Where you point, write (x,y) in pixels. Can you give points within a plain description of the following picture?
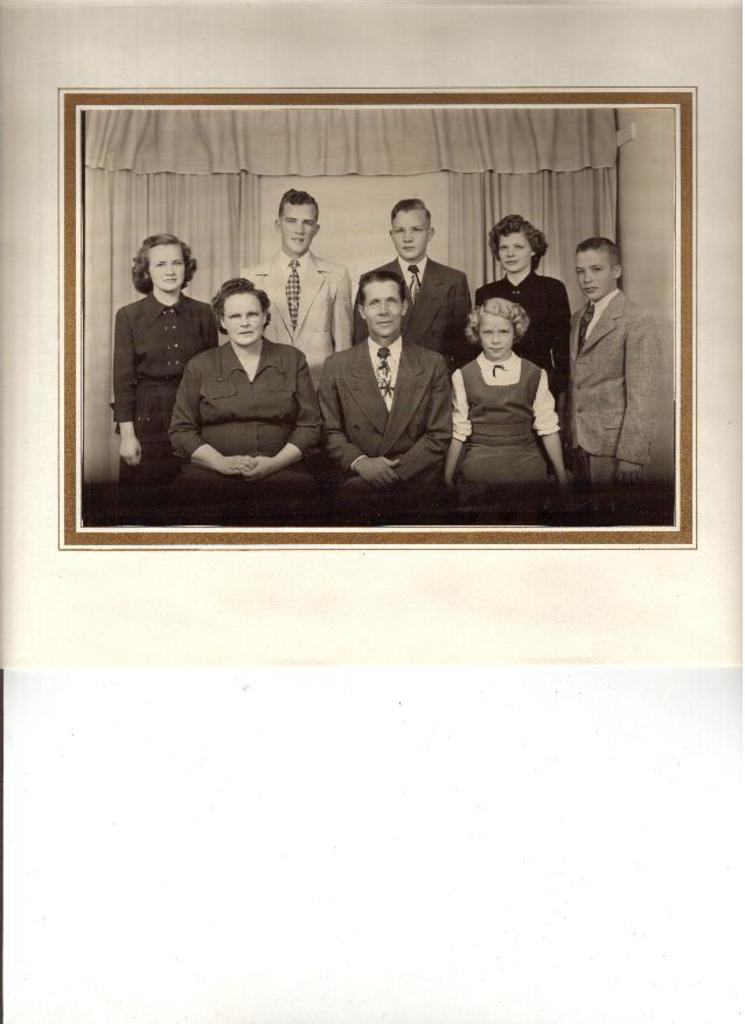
In the picture I can see photo of some persons (346,374) sitting and some (430,323) are standing and in the background (291,156) there is curtain (252,156).
